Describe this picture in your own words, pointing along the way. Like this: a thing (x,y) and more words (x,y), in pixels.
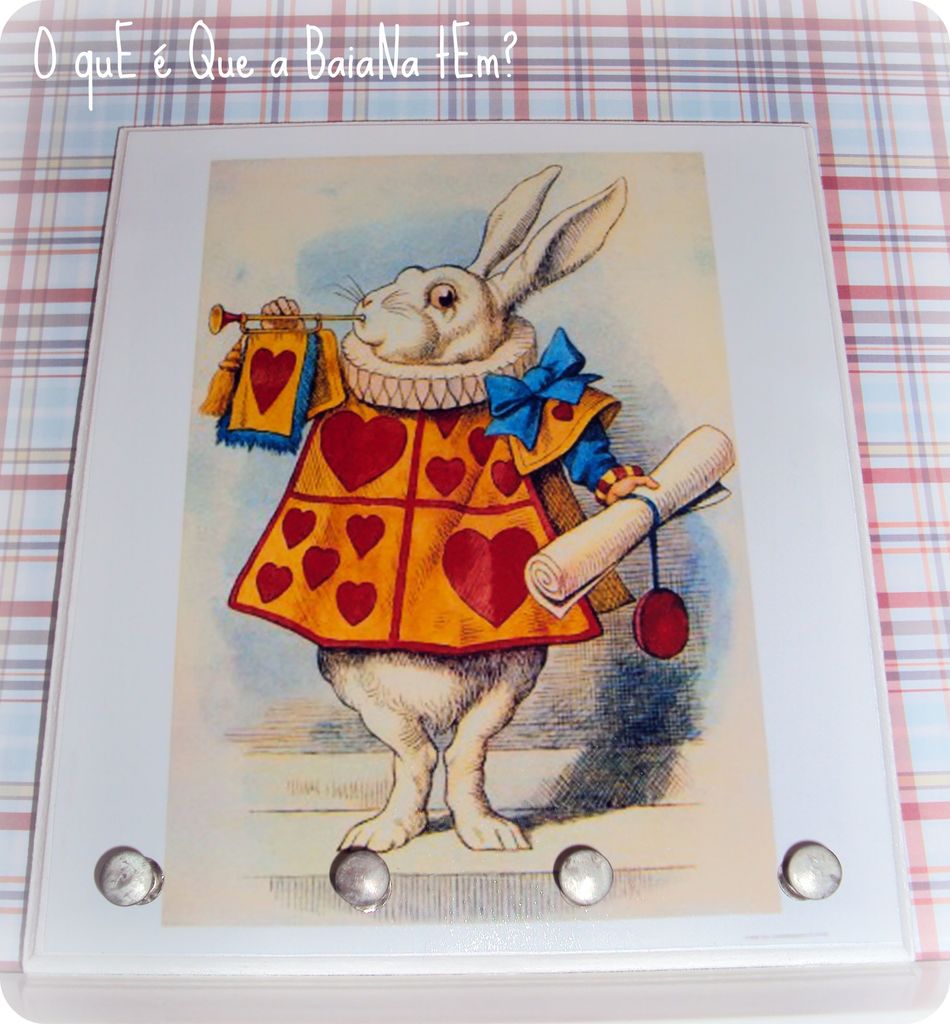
In this picture we can see the rabbit (443,458) holding some objects (719,442) in the hands (271,327). We can see some text (57,40) on top of the picture (314,65).
